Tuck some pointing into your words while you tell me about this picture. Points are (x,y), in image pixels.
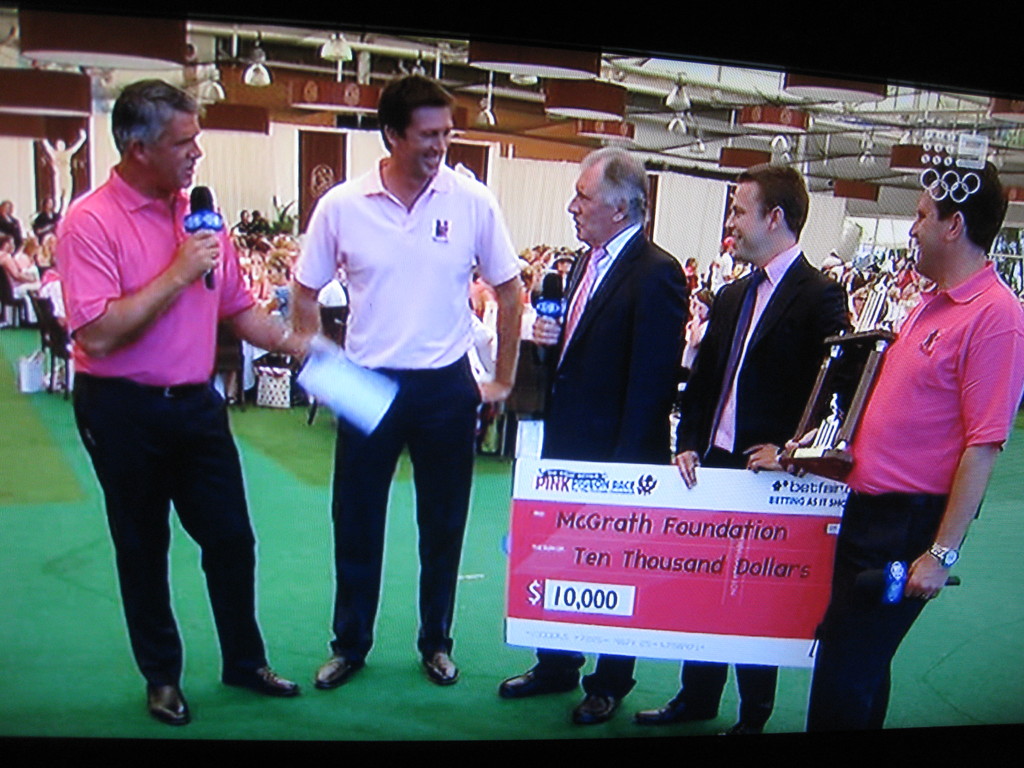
In this image I can see there are five person (433,319) standing on the floor (288,711) and I can see a person (812,390) wearing a black color suit (811,386) holding a notice board (633,595) and I can see a person (401,253) wearing the white color t-shirt (396,257) he is smiling and I can see a person (121,222) wearing pink color t-shirt (124,222) holding a mike (215,222) and back side of them I can see persons (263,293) sitting on the chairs (218,360).
